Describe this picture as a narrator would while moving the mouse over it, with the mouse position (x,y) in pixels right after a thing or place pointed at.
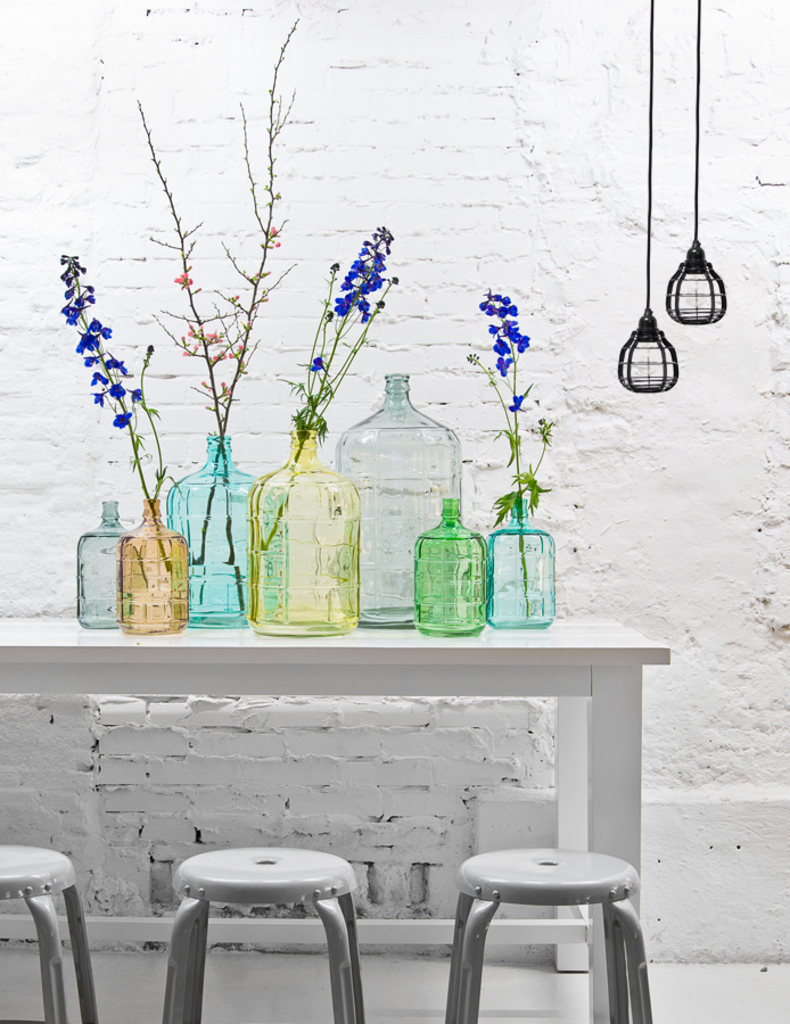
There are many stools (353,903) and a table (236,655). On the table (239,648) there are many bottle (280,549). Inside the bottle (195,594) there are flowers (212,344), stems (337,333). Also in the background (481,166) there is a brick wall (588,330). And there are two lamps (672,301) hanged.
